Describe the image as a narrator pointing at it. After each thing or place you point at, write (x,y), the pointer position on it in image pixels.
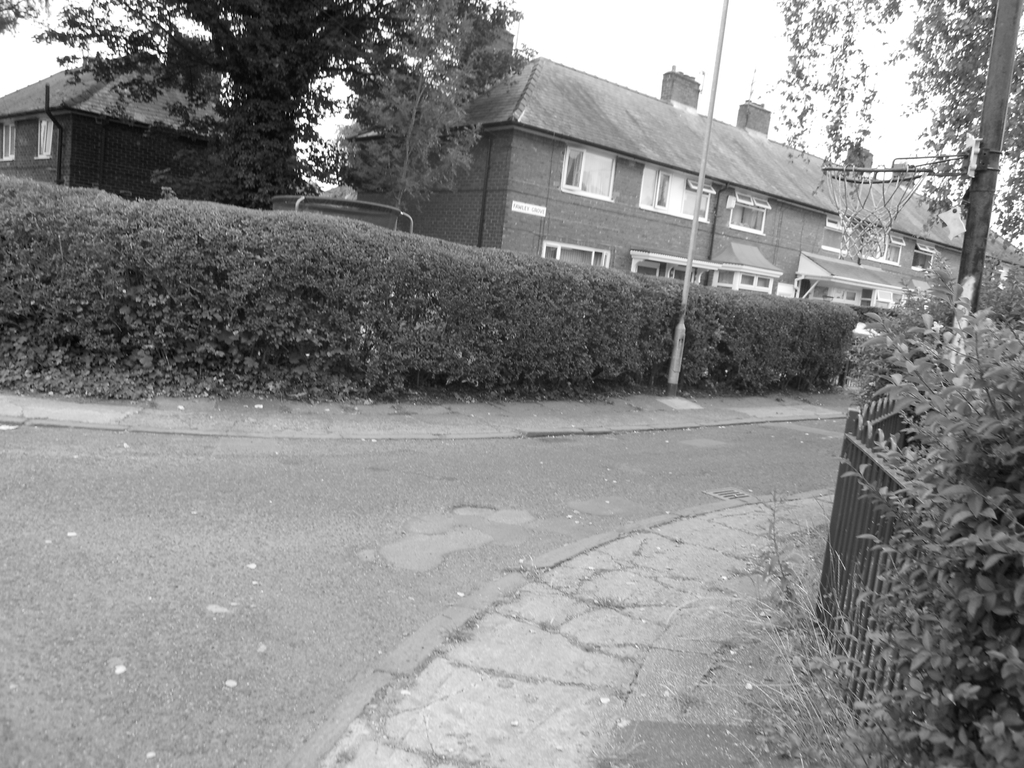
In this picture we can see many buildings (514,202) and trees (1019,230). At the bottom right (856,538) there is a black fencing (891,565), beside that we can see plants (961,680) and the road (350,616). On the right (893,196) there is a black pole (971,209) and basket ball net (880,168). At the top (693,49) we can see sky (641,11) and clouds (556,27).
